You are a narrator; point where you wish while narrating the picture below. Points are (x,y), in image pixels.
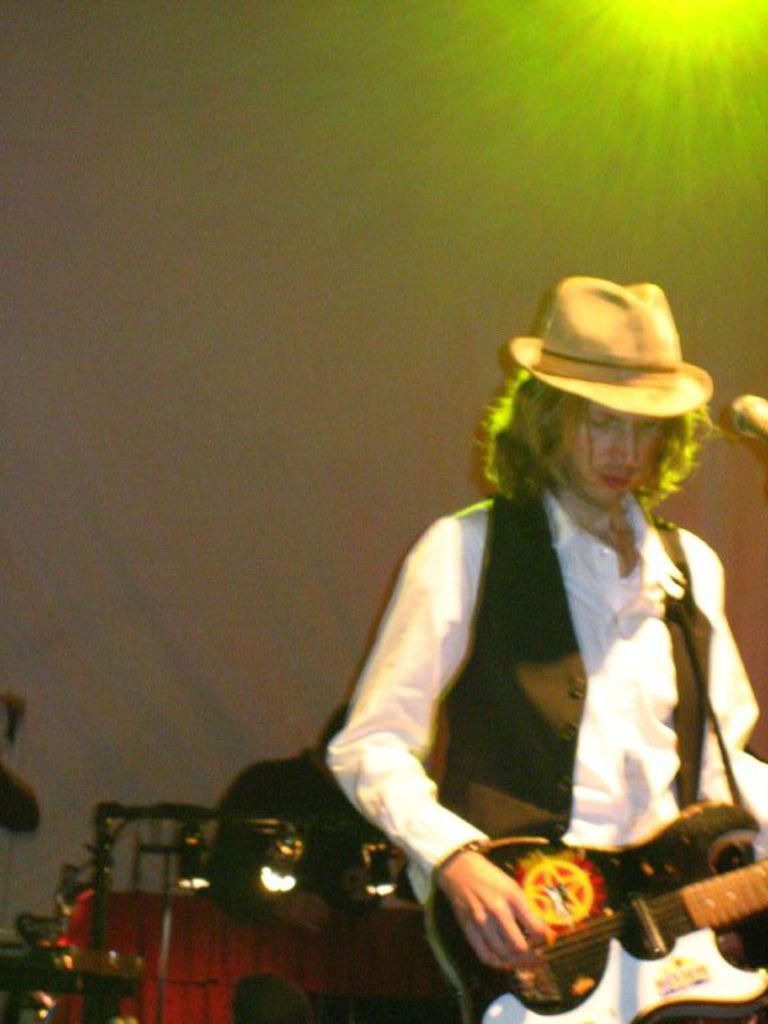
This image consists of a man (671,778) wearing a white shirt (610,799) and black waistcoat (571,796) is playing a guitar (664,959). In the background (331,855), there is another person (331,788) playing drums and there is cloth (297,265) in white color. At the top (689,103), we can see a light ray (742,60).
